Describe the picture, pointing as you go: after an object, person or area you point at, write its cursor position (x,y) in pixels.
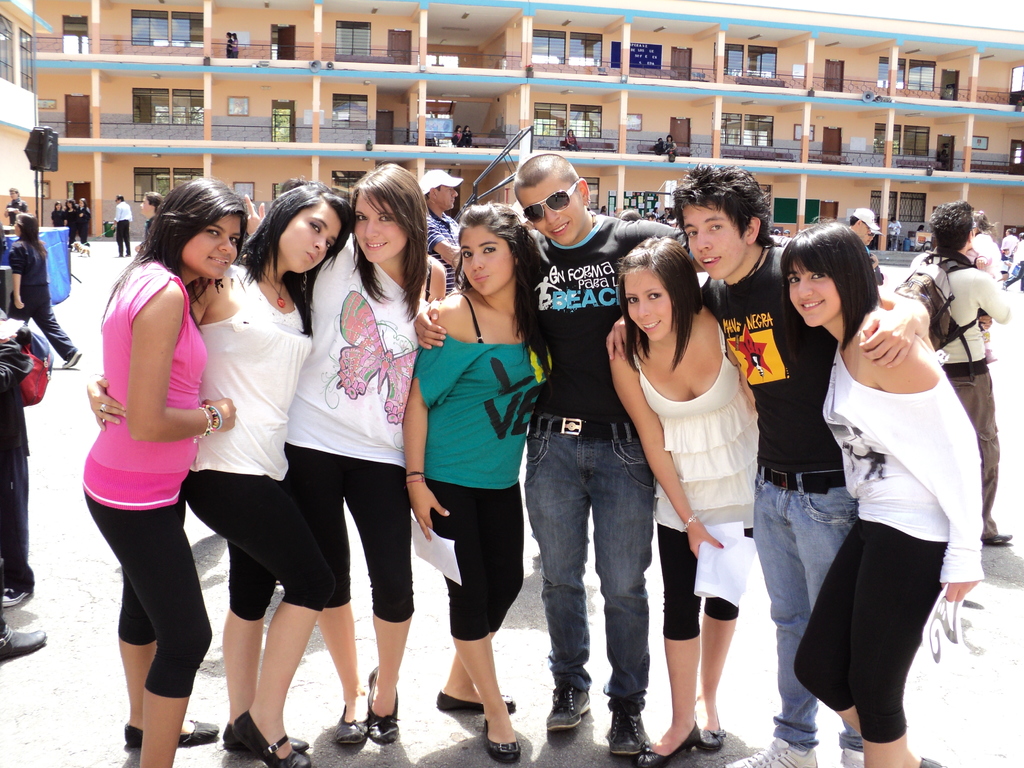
Here boys (555,404) and girls (518,361) are standing, this is a building (499,145) with windows (570,124) and doors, this is paper (444,557).
